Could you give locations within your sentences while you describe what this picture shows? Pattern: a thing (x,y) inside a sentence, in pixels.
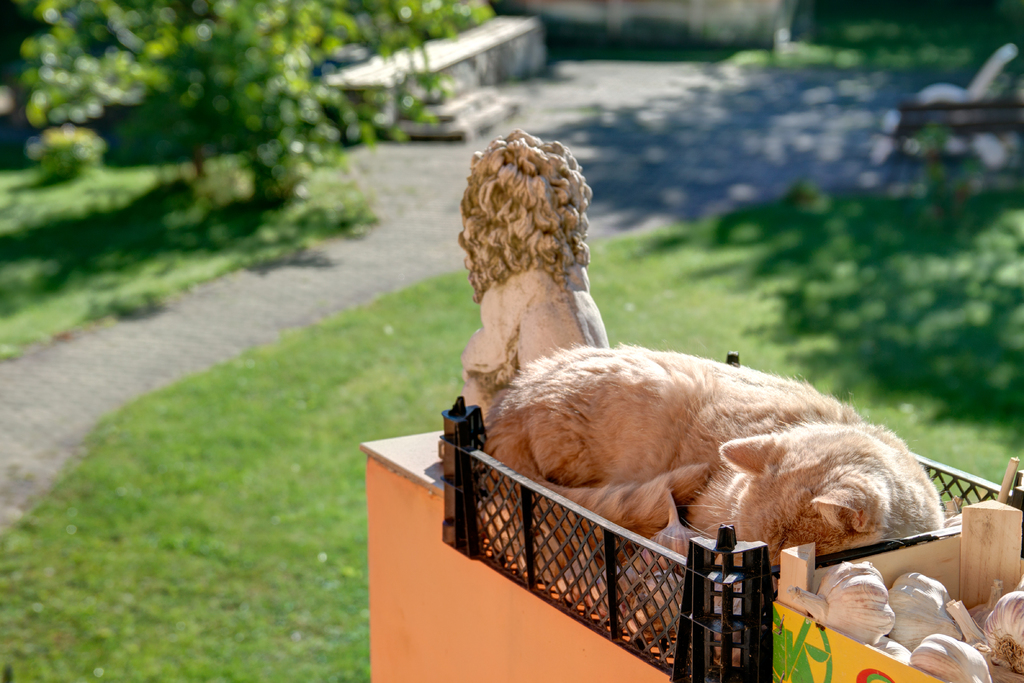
This picture might be taken outside of the city and it is very sunny. In this image, on the right side (718,620) corner, we can see a basket (706,598) inside a basket (704,611) there are some garlic (939,583) and a animal (714,492) lying on the basket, we can also see a statue (563,149) on the right side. On the left side (225,84), there are some trees (201,89), at the bottom (209,559) there is a grass (259,553).
